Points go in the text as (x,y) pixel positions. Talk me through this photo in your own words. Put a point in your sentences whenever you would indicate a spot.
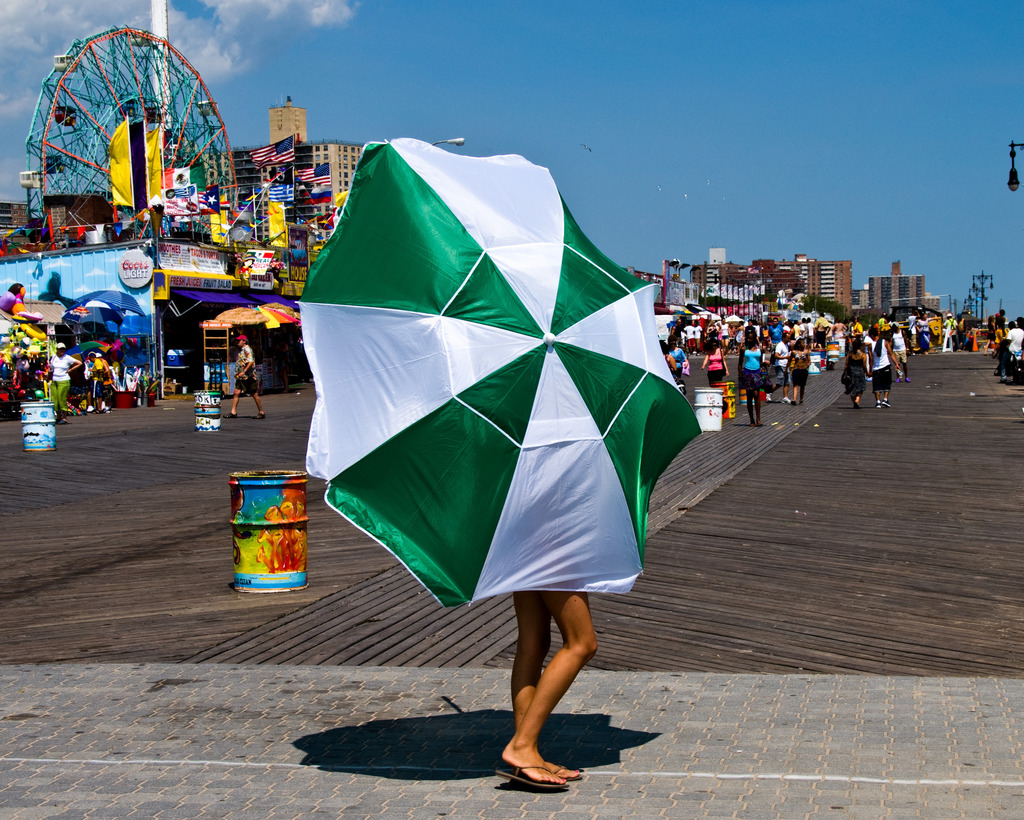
In this picture we can see a person's legs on the ground (442,732), here we can see an umbrella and in the background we can see a group of people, barrels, giant wheel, flags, buildings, sky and few objects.
